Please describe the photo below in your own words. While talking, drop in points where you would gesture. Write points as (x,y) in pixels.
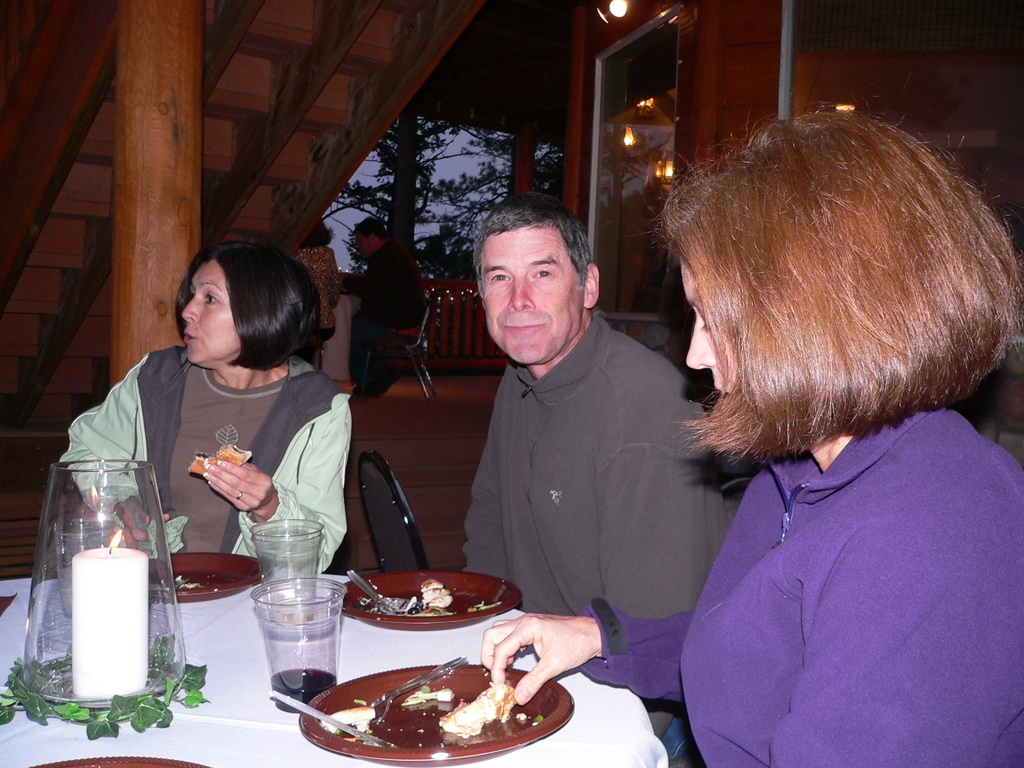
In this picture there are three person (568,491) sitting on a chair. On the right (800,553), there is a women (907,564) who is wearing a jacket (917,619) and she is holding a bread (480,708). On the left (203,389), there is an another women (245,430) who is holding a pizza (223,456) and looking at the left side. On the table (246,604) there are three brown color plates (390,627), glass (307,639) and a candle (128,605). On the background (466,141) we can see a tree (428,178) and a sky (450,164). There is an another person (394,303) who is sitting on a chair (418,345).
